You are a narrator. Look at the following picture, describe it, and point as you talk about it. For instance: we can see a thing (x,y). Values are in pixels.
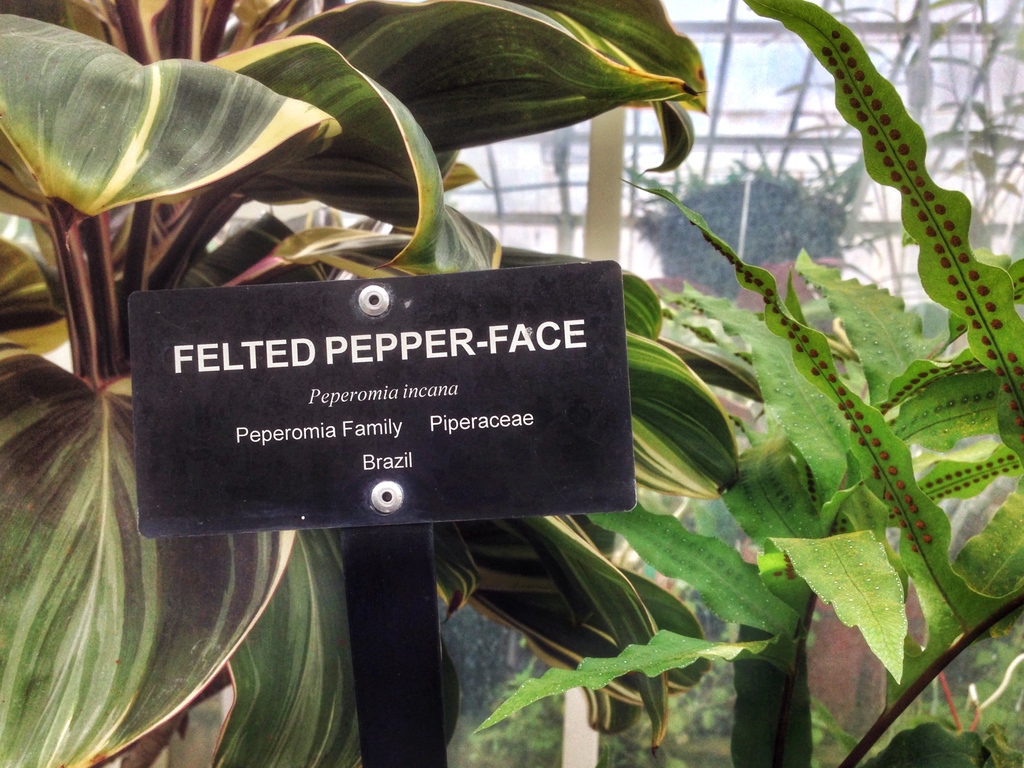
In this image I can see the black color board (350,315) and the name felted pepperface (270,345) is written on it. To the side I can see the plants (460,243). In the background (738,19) I can see the glass roof (732,102).
